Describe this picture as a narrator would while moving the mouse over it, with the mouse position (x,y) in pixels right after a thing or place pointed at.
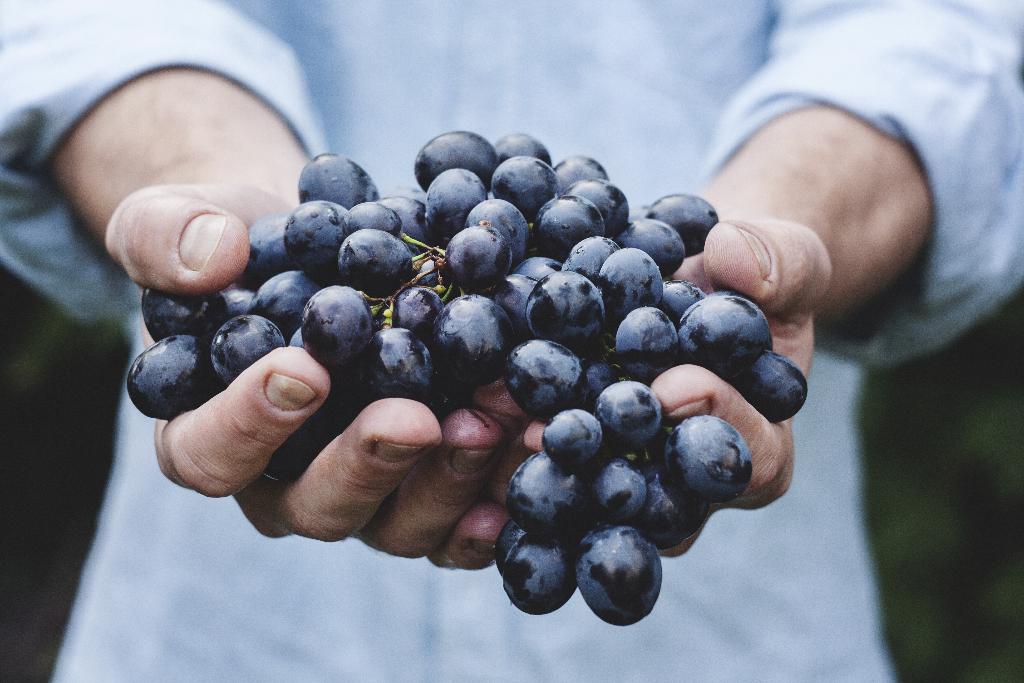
In this image I can see a person (887,176), holding bunch of grapes (453,304).
